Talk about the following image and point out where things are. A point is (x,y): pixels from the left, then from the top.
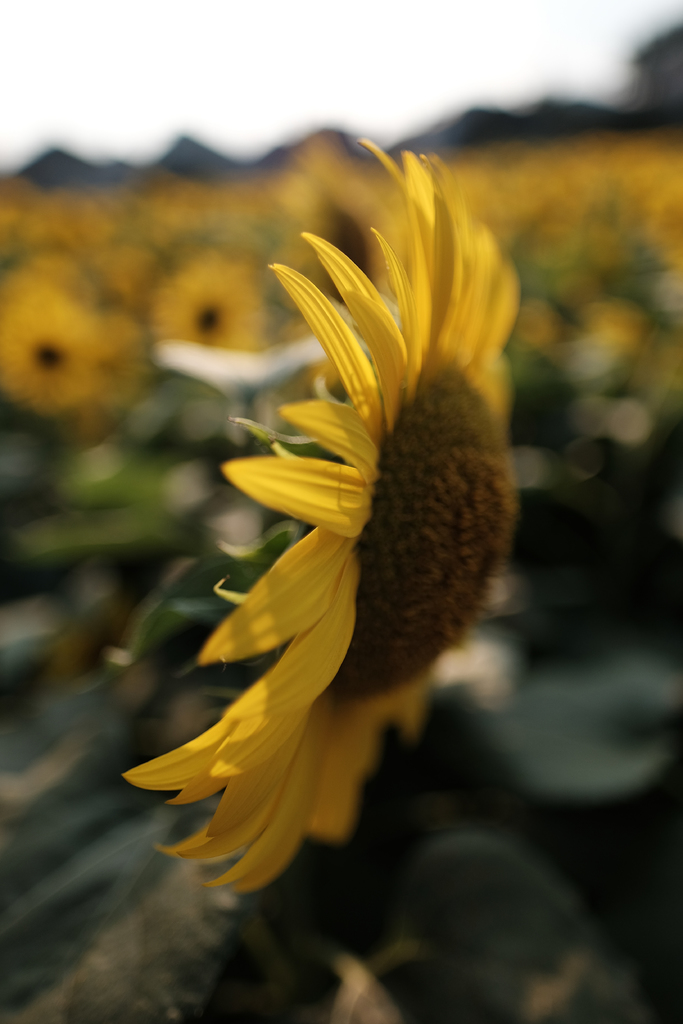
In the image there is a sunflower (316,607) and the background of the sunflower (443,244) is blur.
